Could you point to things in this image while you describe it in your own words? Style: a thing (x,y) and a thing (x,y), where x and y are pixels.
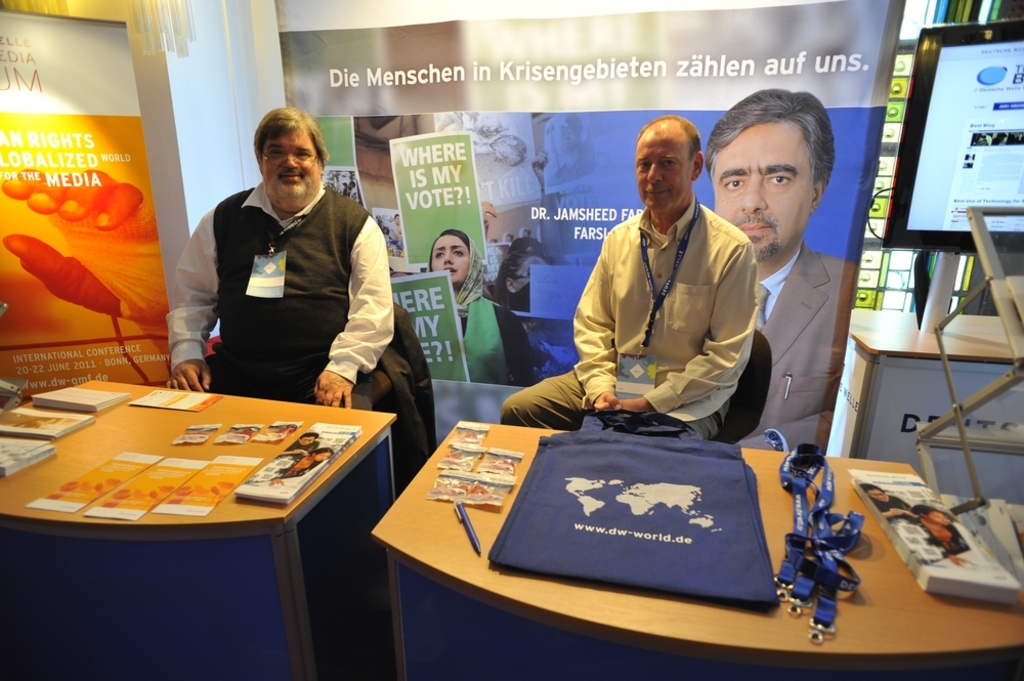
In this picture we have two persons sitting on the chairs (770,384), they have two tables (782,525) in front of them with some tags (792,535), a bag (526,491), pens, brochure (212,469). In the background (57,195) we have banners (536,170) and a table (906,322).
